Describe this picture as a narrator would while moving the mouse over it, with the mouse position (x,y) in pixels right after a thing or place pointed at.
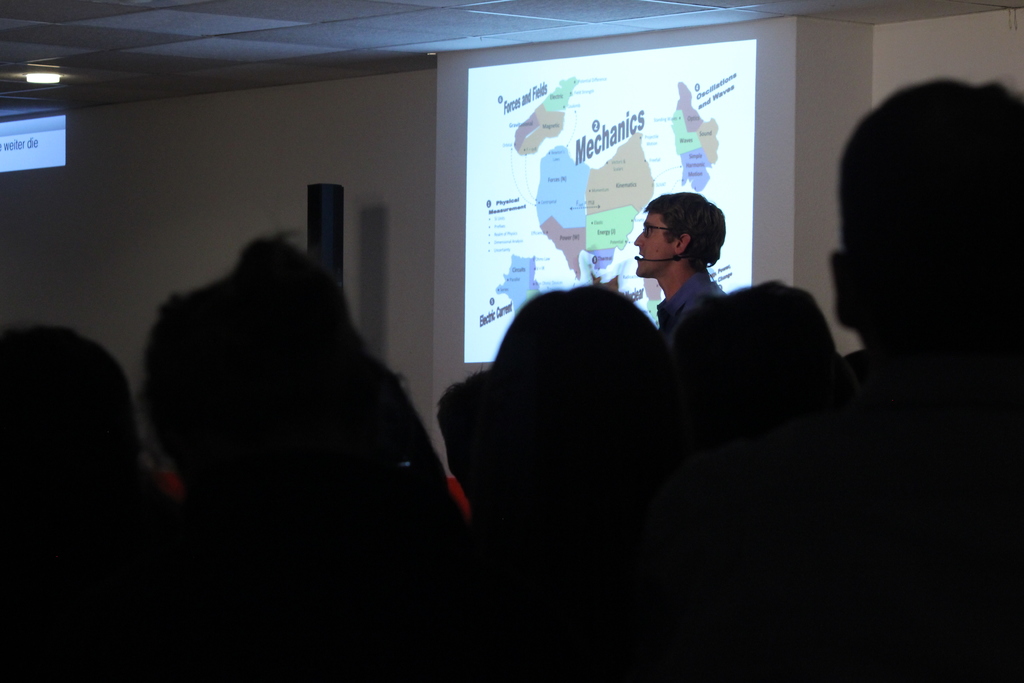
In this picture I can see heads (334,452) of people (542,386) in front (36,430) and in the background (513,240) I see a projector screen (623,126) on which there is something written and I see a man (674,227) near it and on the left side of this image (50,80) I see a light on the ceiling (114,50) and I see white color thing (36,123) near to it.
